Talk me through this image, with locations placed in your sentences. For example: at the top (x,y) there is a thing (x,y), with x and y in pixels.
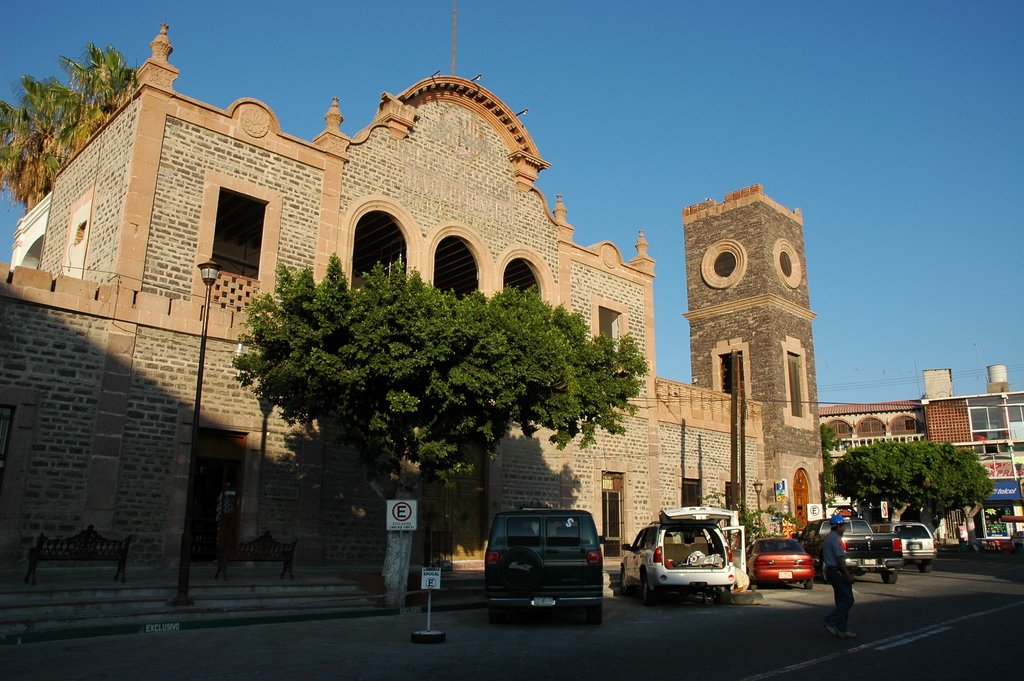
In this picture we can see a man (830,536), vehicles (503,578) on the road (586,654), benches (243,556) on the floor (92,572), trees (929,490), poles (185,552), buildings (696,444), sign boards (411,526), some objects (947,519) and in the background (636,102) we can see the sky (708,109).
